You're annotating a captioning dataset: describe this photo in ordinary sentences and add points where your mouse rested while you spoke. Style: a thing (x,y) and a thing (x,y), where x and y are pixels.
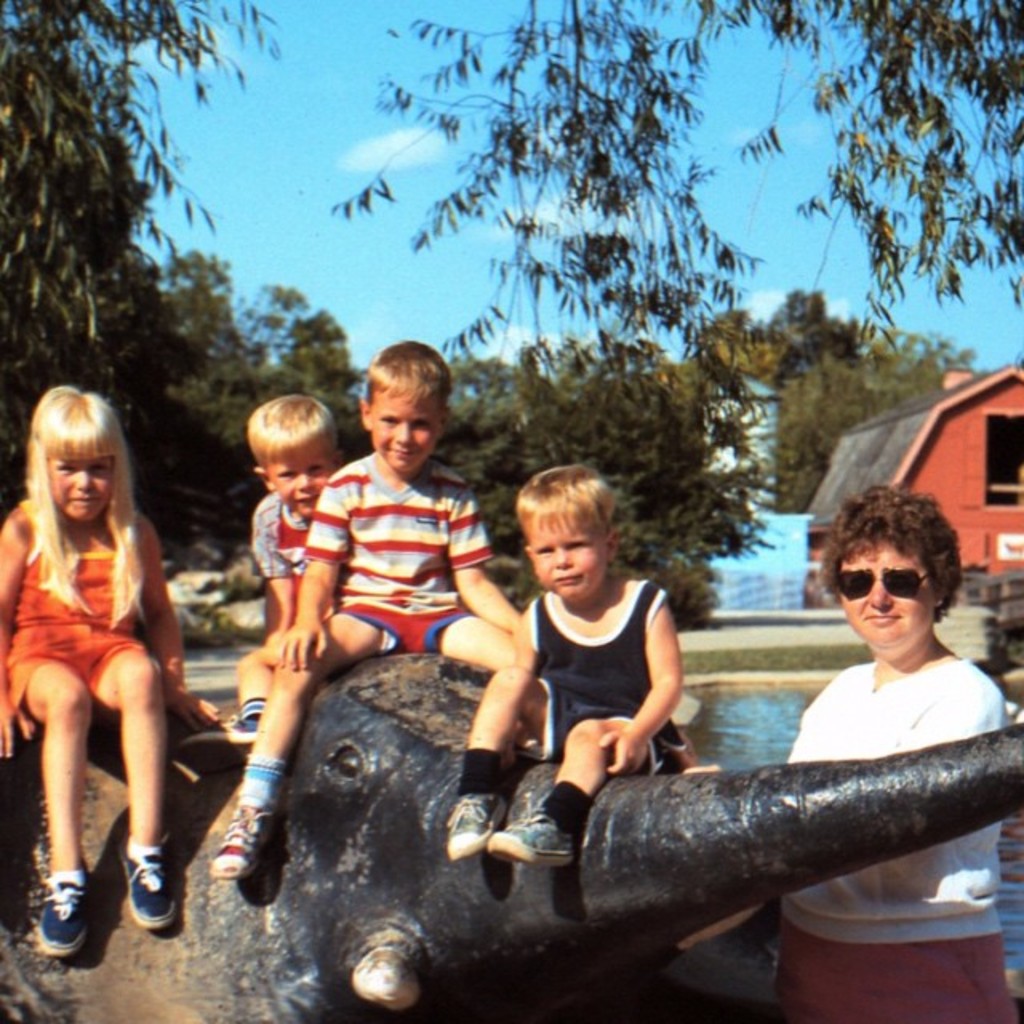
In this image I can see the ground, a statue of an elephant (248,916) and on it I can see few children (412,632) sitting. I can see a person (937,695) standing, the water (731,728), few trees (673,541), few sheds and in the background (982,352) I can see the sky (541,254).
